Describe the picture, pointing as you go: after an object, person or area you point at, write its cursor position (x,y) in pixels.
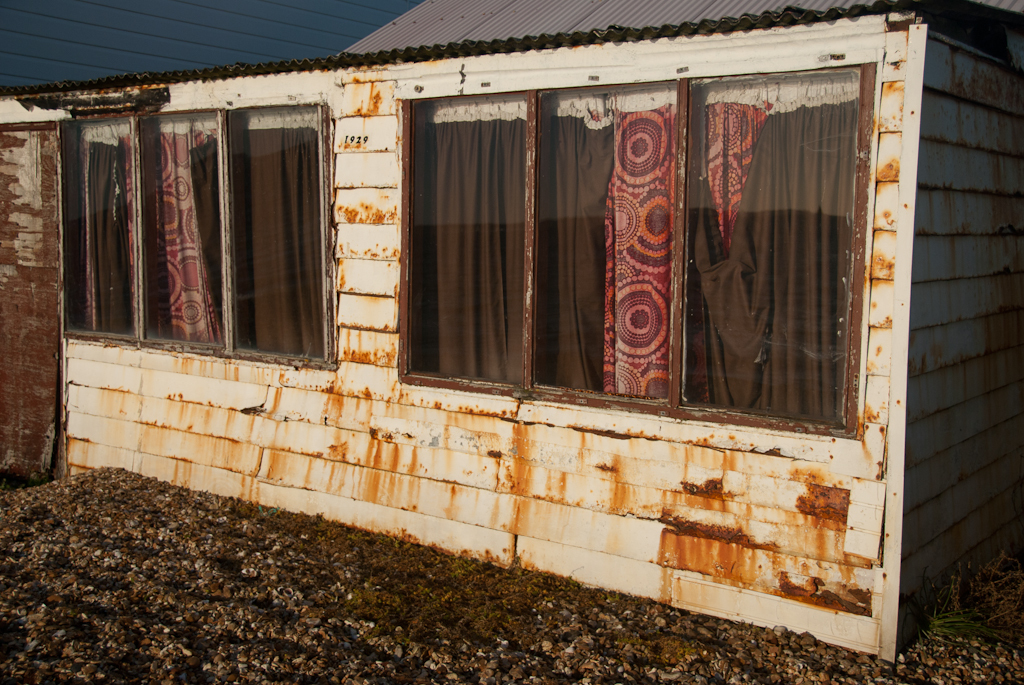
In this image we can see a building (216,169) with panelled wall (517,403) and windows (195,253). Through the windows (202,238) we can see curtains (641,206).
